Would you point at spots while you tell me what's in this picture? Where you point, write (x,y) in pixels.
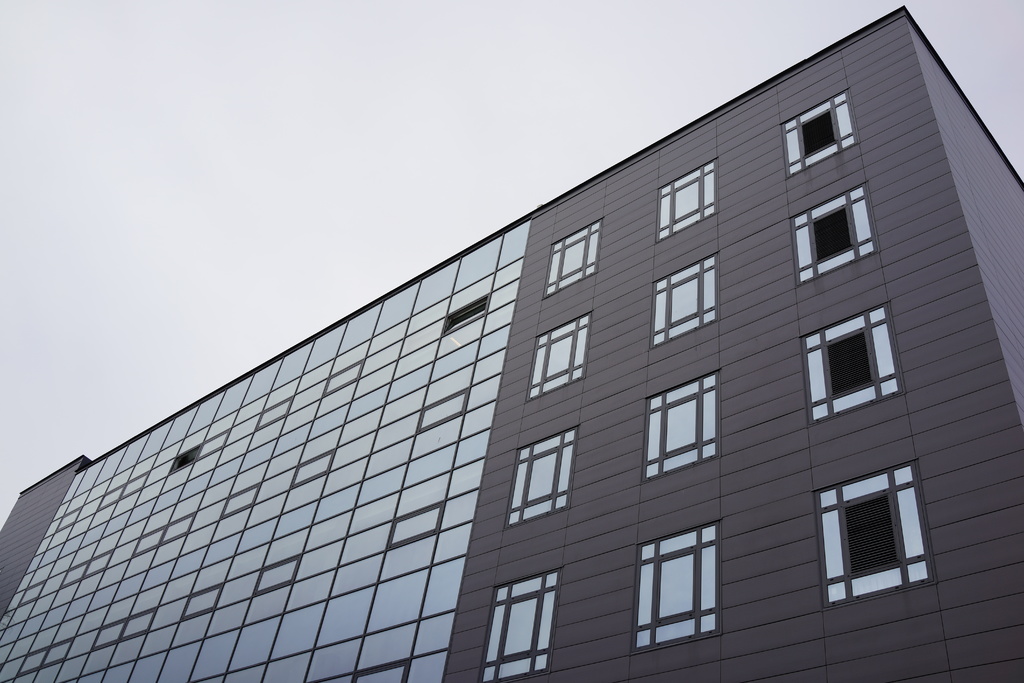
In this image we can see a building (497,469) with windows (652,462). On the backside (451,88) we can see the sky (419,123) which looks cloudy.
